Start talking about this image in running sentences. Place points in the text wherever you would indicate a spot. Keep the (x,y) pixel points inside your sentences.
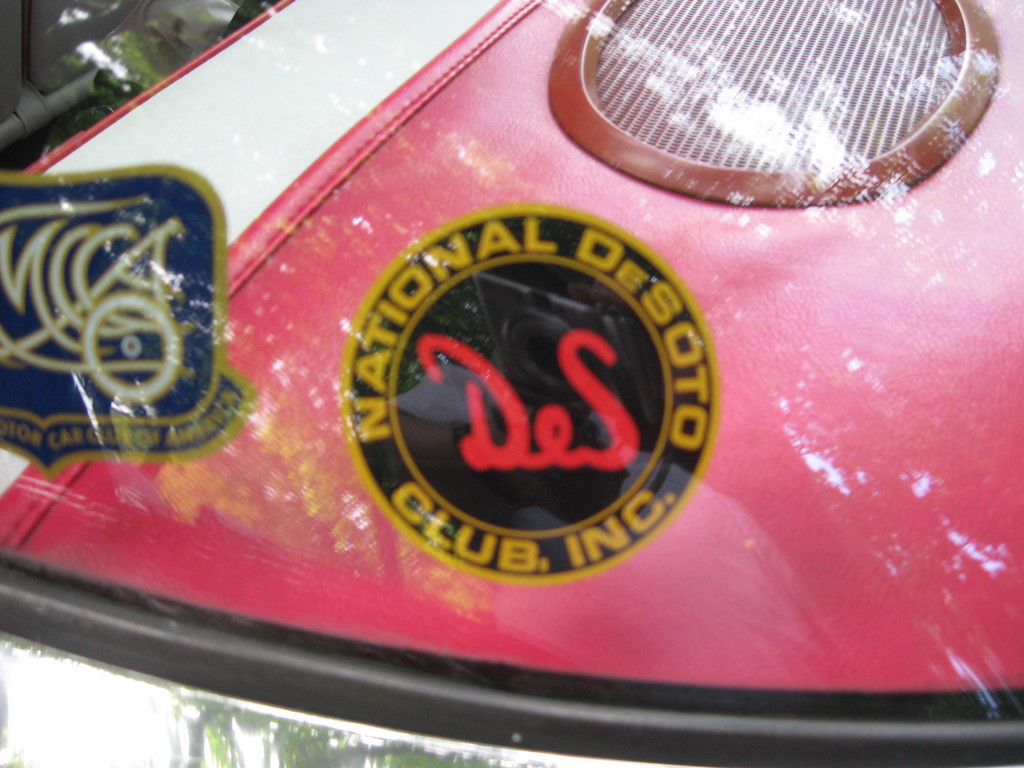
In this image, I can see the stickers (422,418) on a transparent glass (350,212). Behind the transparent glass (330,223), it looks like a vehicle (929,320).
